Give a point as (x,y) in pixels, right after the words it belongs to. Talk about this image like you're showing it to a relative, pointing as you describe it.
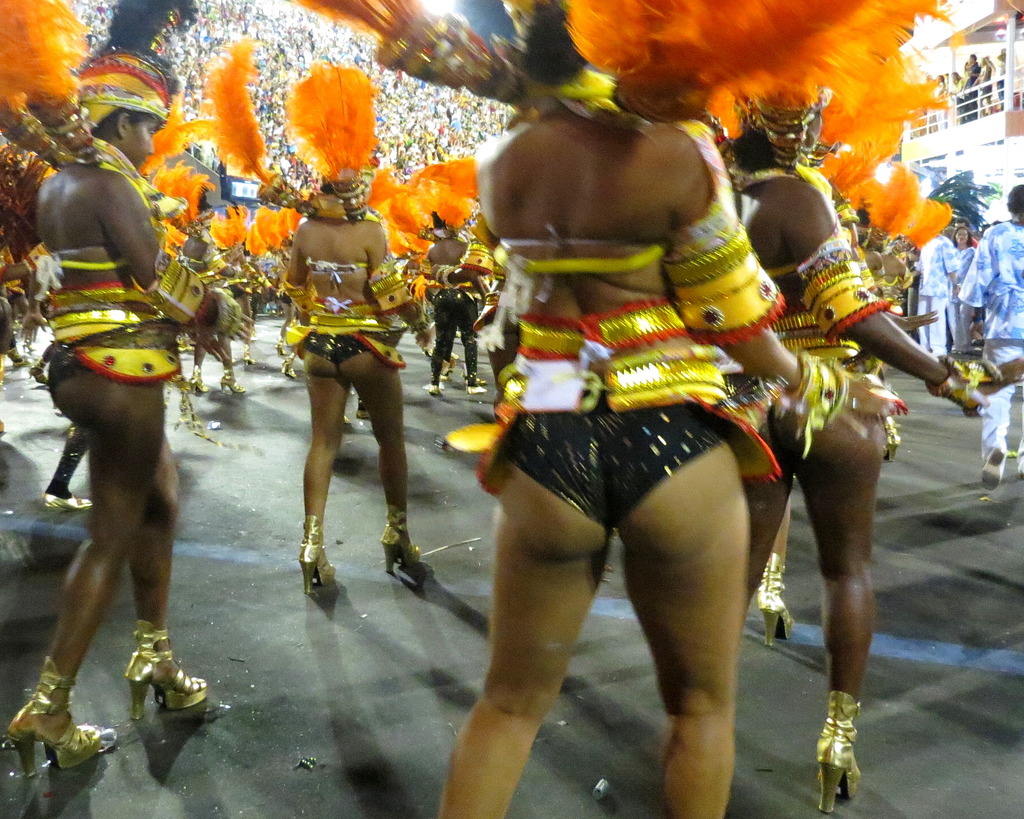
In this image I can see the group of people (430,209) with the costumes (615,459). These people (485,266) are wearing an orange colored costumes (406,249). To the right (978,280) I can see few people (923,330) with the blue and white color dresses (938,297). I can also see the building (1005,116) and the railing (948,100) to it. These people (915,88) are on the road (325,704).
